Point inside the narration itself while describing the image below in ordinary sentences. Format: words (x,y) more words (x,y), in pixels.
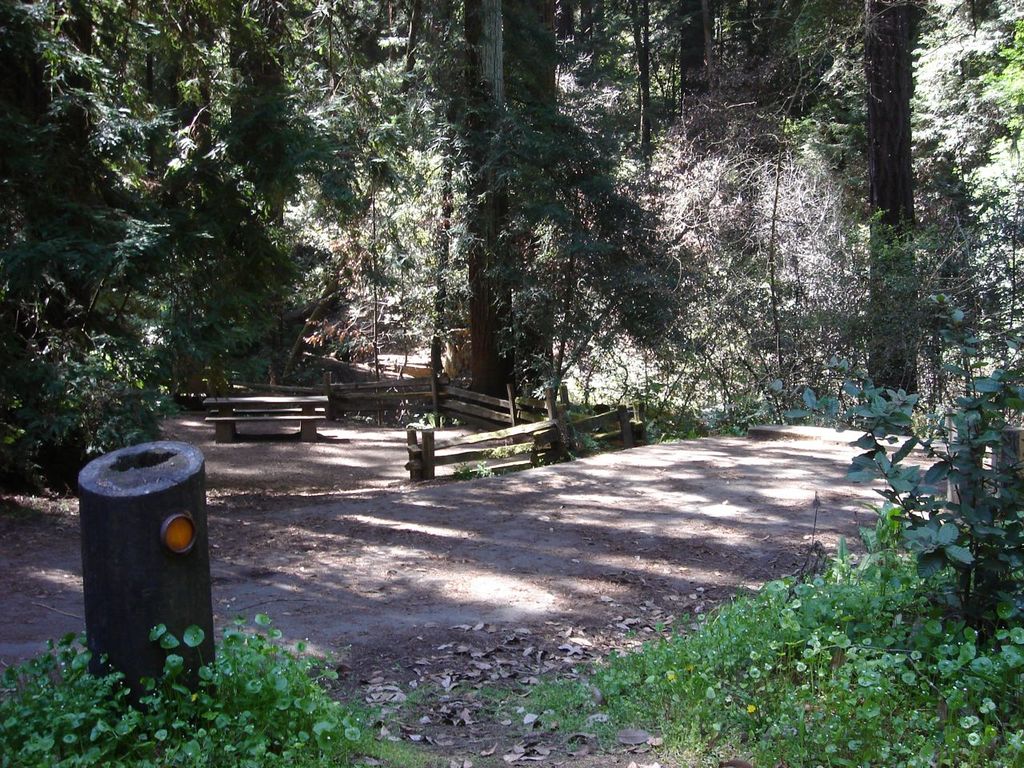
In this image in the foreground (226,732) there are plants (840,623). On the path (559,634) there are dried leaves (440,680). In the background (735,196) there are trees (447,236). Here there is wooden fence (334,391), and a bench (260,404). On this pole (186,492) there is light (176,538).
